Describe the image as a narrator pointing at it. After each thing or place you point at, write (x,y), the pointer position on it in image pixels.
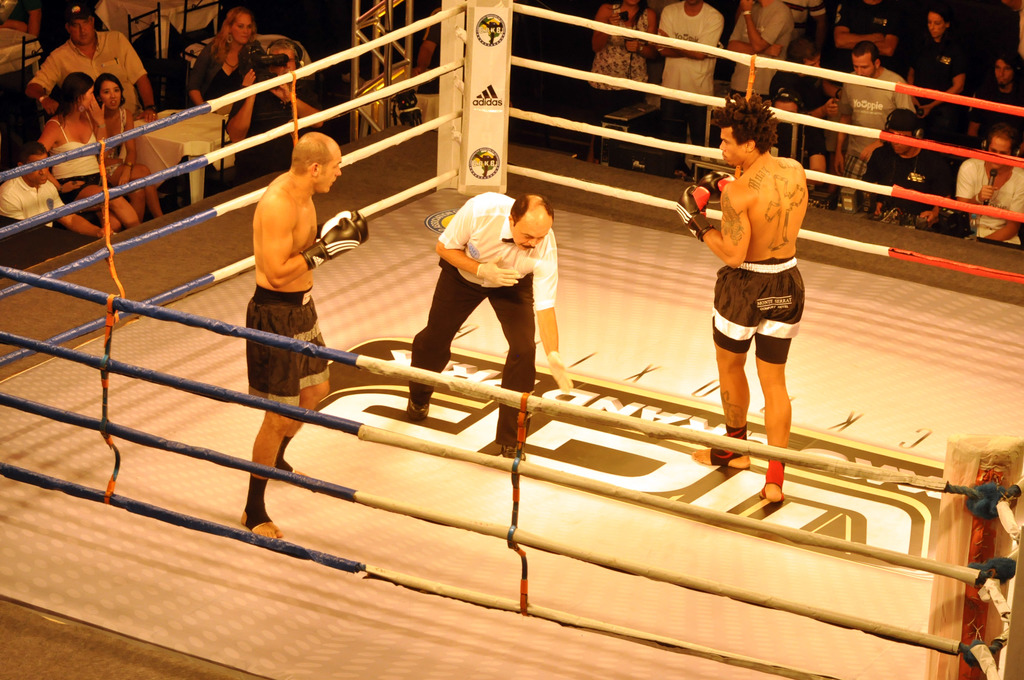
This image consists of two persons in a ring (521,504). They are wearing black shorts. In the middle (446,349), there is a person (450,337) wearing a white T-shirt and a pant (438,294). In the background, there are many people (927,154).
